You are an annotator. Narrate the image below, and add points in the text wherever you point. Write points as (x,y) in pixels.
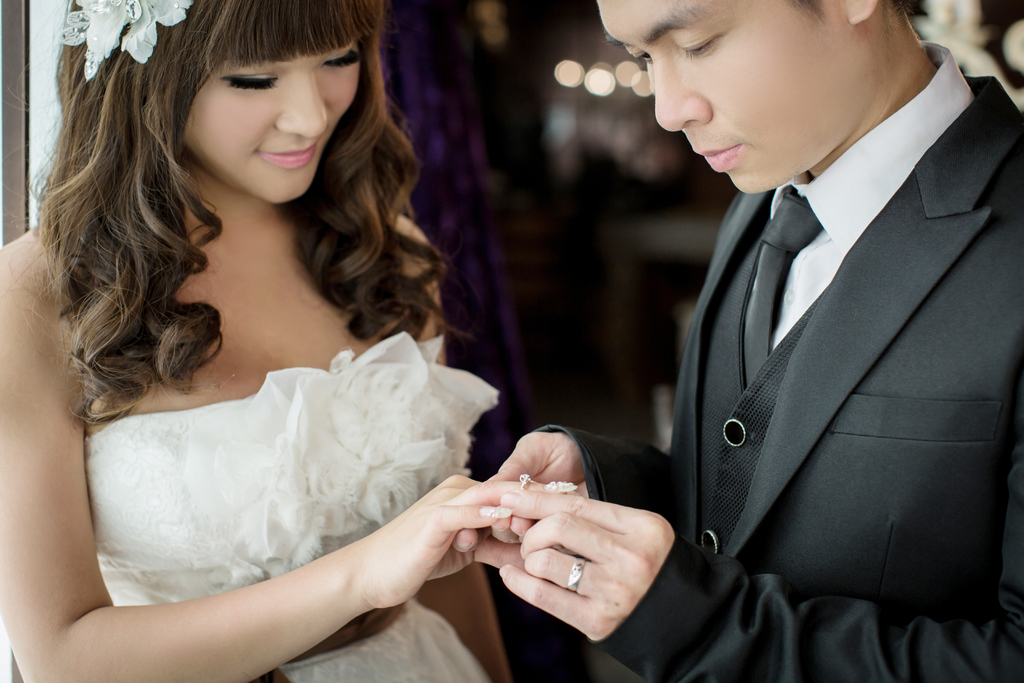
To the left side of the image (324,417) there is a lady (330,371) wearing white color dress (255,424). To the right side of the image (840,504) there is a person (786,432) wearing black color suit (707,483). he is holding hand (381,545) of a lady (477,501) and ring (521,485). The background of the image (516,204) is not clear.
